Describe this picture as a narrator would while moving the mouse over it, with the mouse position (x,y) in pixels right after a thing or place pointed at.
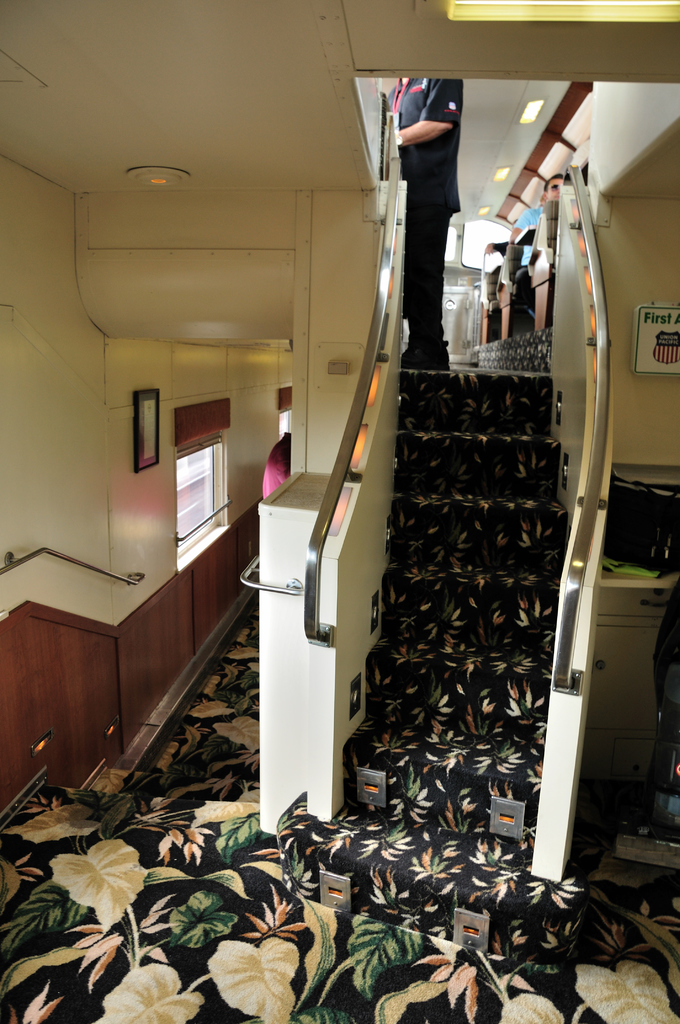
In this picture there is a man (436,118) who is wearing black dress (426,159), watch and shoes (408,361). He is standing near to the stairs (493,632). On the left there is a person (274,464) who is standing near to the windows (202,478). Beside that there is a photo frame (149,409). On the right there is a man (531,308) who is sitting on the chair (540,310). In the bottom right corner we can see the bag (642,544), papers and other objects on the table (628,638).
